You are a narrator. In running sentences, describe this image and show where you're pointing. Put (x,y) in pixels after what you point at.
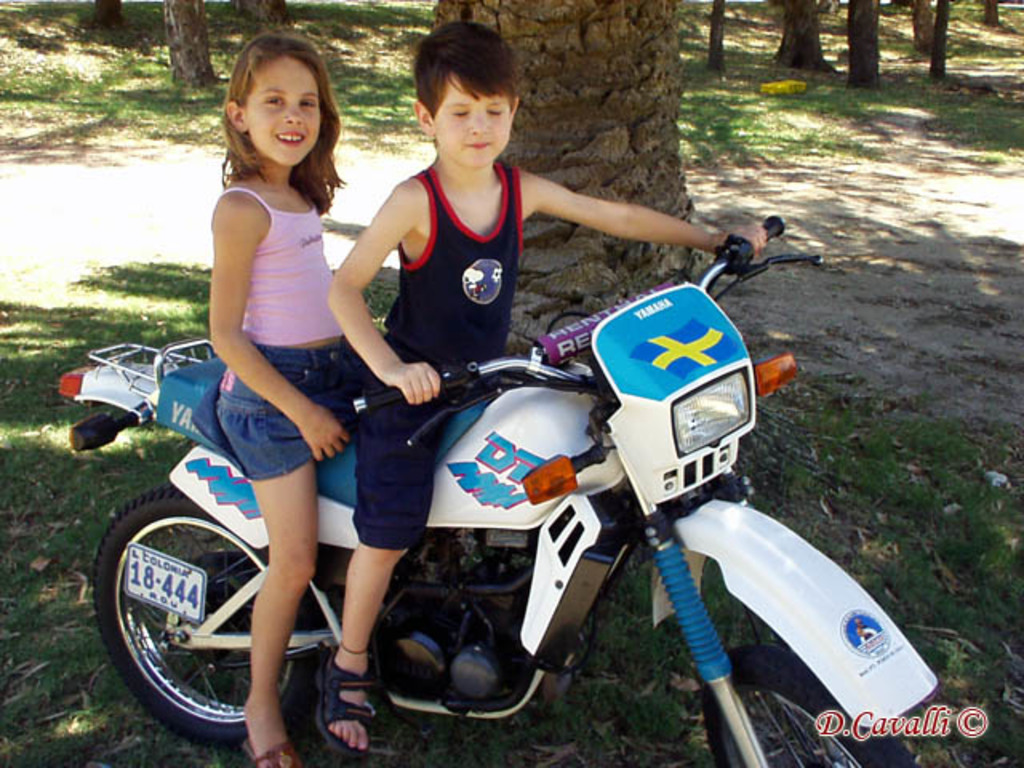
In this image we can see two kids (375,337) are seated on the bike (534,500), a girl (311,472) is seated on the back side (266,265) and she is smiling, in background (656,45) we can see grass (743,92) and couple of trees (668,86).
